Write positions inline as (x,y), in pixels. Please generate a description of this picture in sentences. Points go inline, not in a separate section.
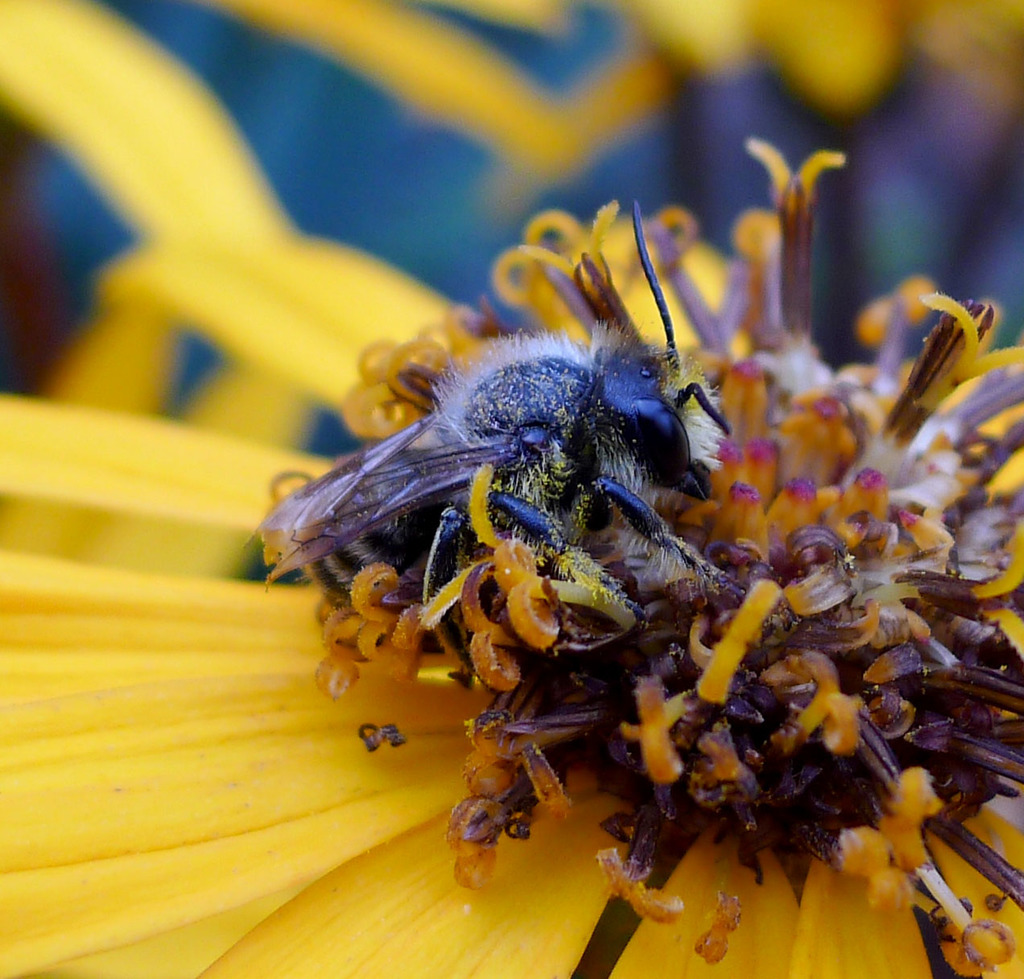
In this image I can see a yellow color flower (838,499), on the flower (929,530) I can see black color insect (577,413).
